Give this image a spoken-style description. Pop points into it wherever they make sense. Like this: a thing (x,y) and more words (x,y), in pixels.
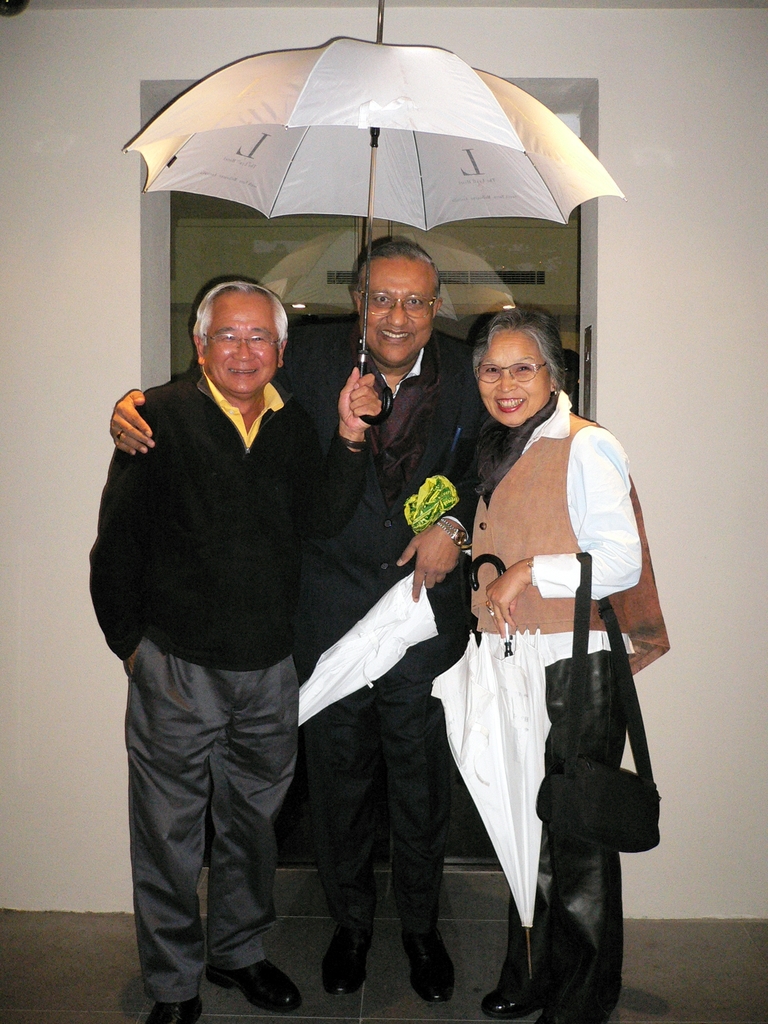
There are three persons (509,506) standing. They are wearing specs (390,312) and holding umbrellas (380,671). Lady (593,538) is holding a bag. In the back (651,230) there is a wall (600,242) with a glass door (523,271).
